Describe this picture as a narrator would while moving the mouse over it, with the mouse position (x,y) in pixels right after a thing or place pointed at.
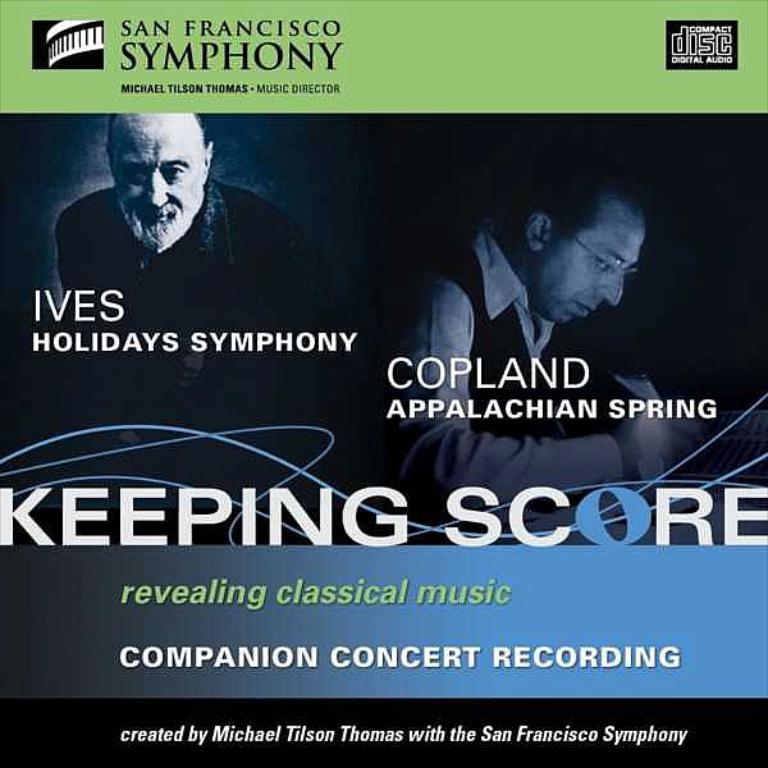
There is a poster (398,496). There are images (526,280) of 2 people (507,250) and some matter (204,734) is written.
